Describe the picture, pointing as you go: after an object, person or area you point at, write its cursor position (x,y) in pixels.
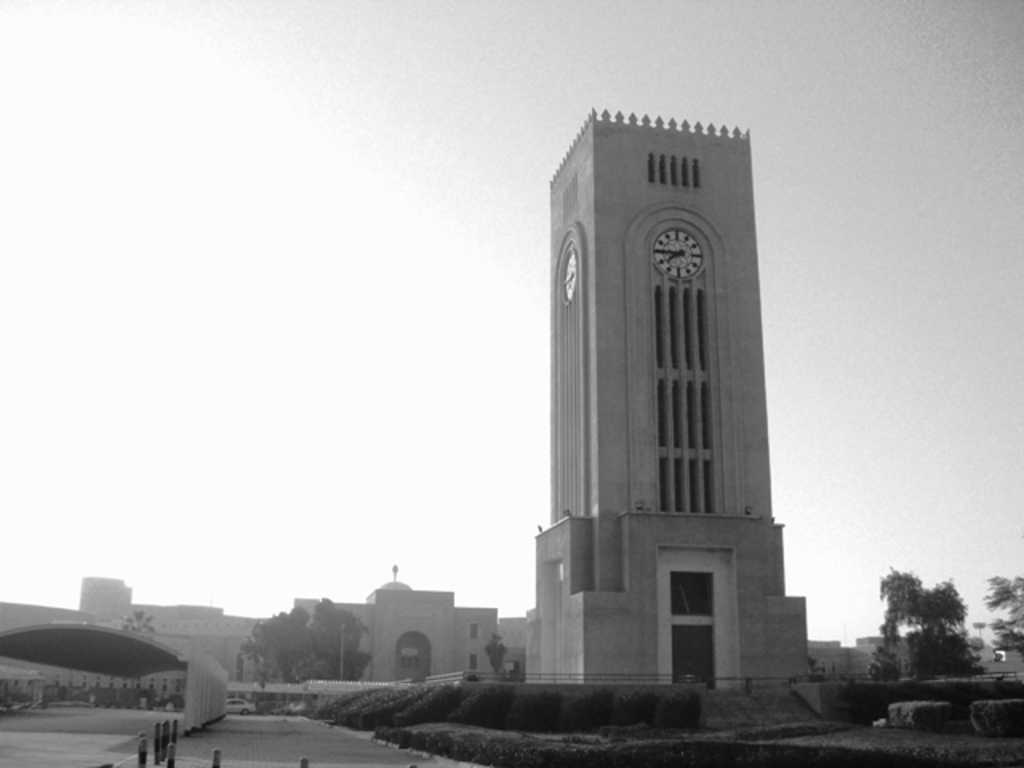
In this image I can see few buildings (544,614), trees (275,671), shed (67,663), poles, sky (98,403) and few clocks (569,271) to the building (745,487).
